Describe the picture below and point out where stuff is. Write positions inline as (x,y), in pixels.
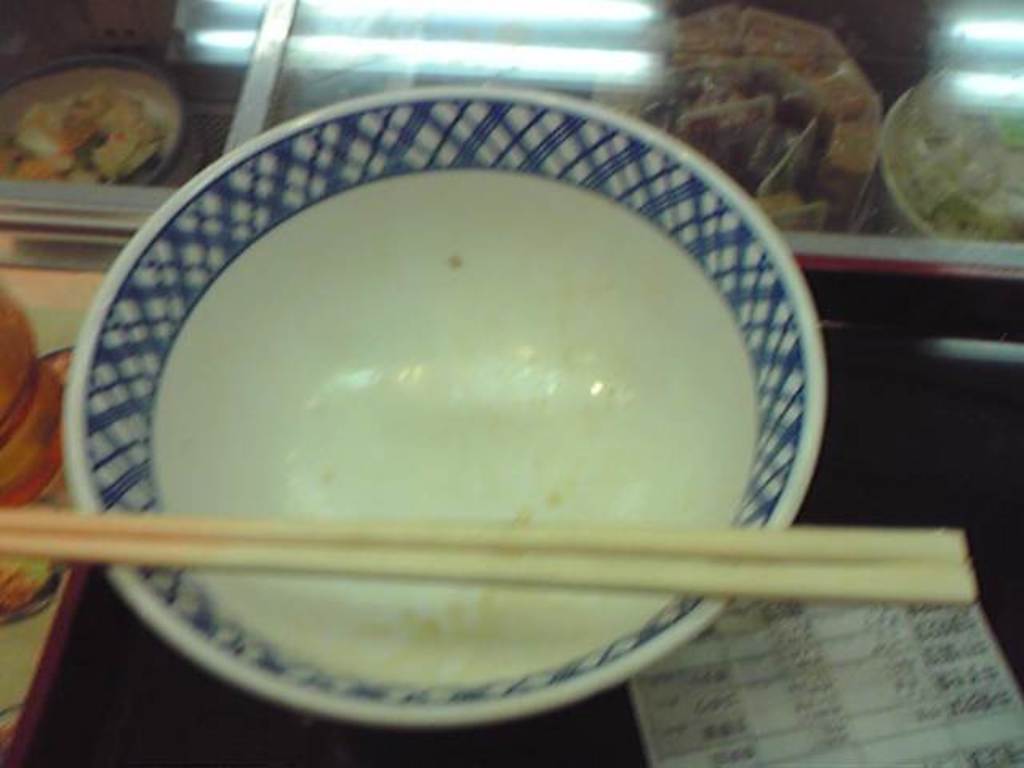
In this picture there is a bowl (527,403) on the table (919,469). There are chopsticks (415,548) on the bowl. To the below right corner of the image (810,684) there is a paper (883,693). To the above right corner of the image (916,229) there is a glass case (905,108) and behind it there is a plate (942,223) and food (759,128). To the above left corner of the image (128,46) there is the glass case (140,38) with a bowl (183,111) and food (112,133) in it.
